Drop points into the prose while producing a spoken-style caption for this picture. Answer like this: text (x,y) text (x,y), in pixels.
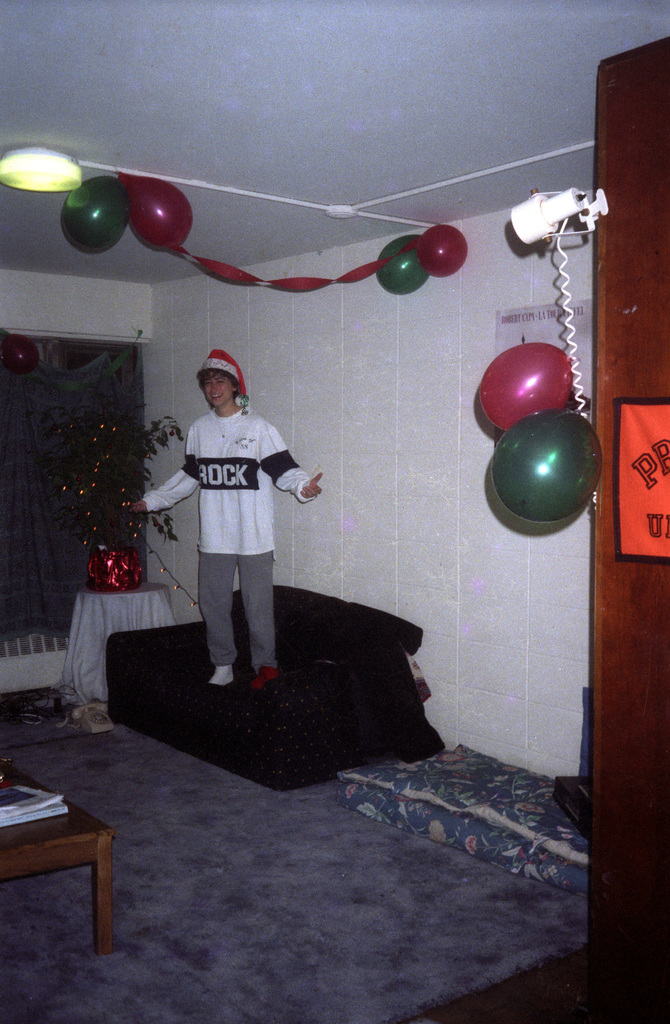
In the middle of the image (246,438), there is a person (230,395) in white color T-shirt (235,448), smiling and standing on a sofa (206,652) which is on the floor (210,815). On the right side (518,348), there are balloons (540,378) attached to a door (613,350). On the left side (60,798), there are some objects (33,808) on a table (31,782). In the background (48,428), there is a curtain (82,412) and there is a white wall (332,343).
